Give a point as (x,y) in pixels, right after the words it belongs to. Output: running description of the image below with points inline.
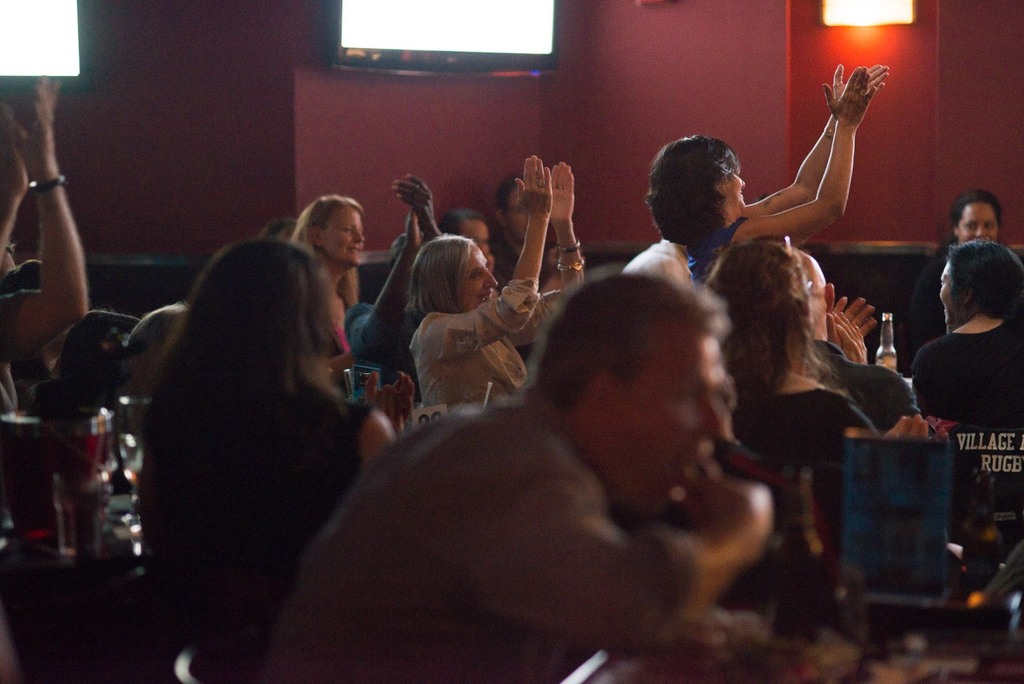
There is a group of persons (780,414) sitting as we can see at the bottom of this image (260,538), and there is a wall (548,125) in the background (561,120).
